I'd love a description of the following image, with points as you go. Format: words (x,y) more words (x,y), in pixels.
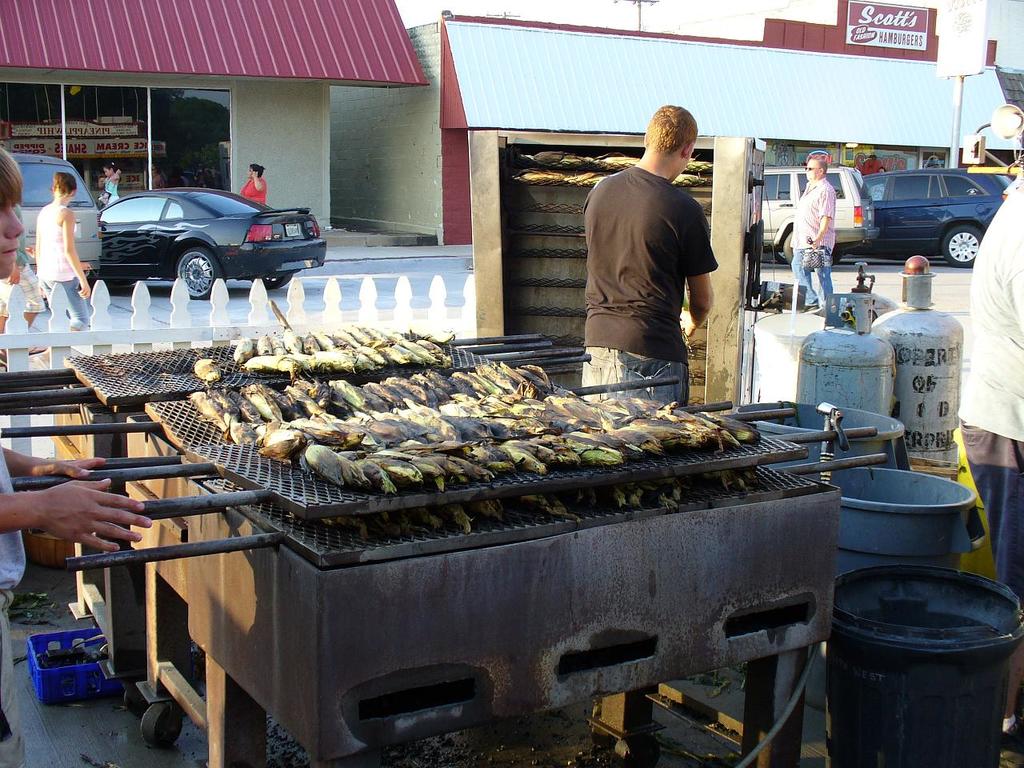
In this image I see the road (463,270) on which there are few cars (198,225) and I see few people (676,262) and I see food (495,464) on these things (336,574) and I see the container (572,264) over here and I see few buckets (857,518) over here. In the background (292,33) I see the buildings (661,90) and I see something written over here and I see a pole (638,27) over here.
